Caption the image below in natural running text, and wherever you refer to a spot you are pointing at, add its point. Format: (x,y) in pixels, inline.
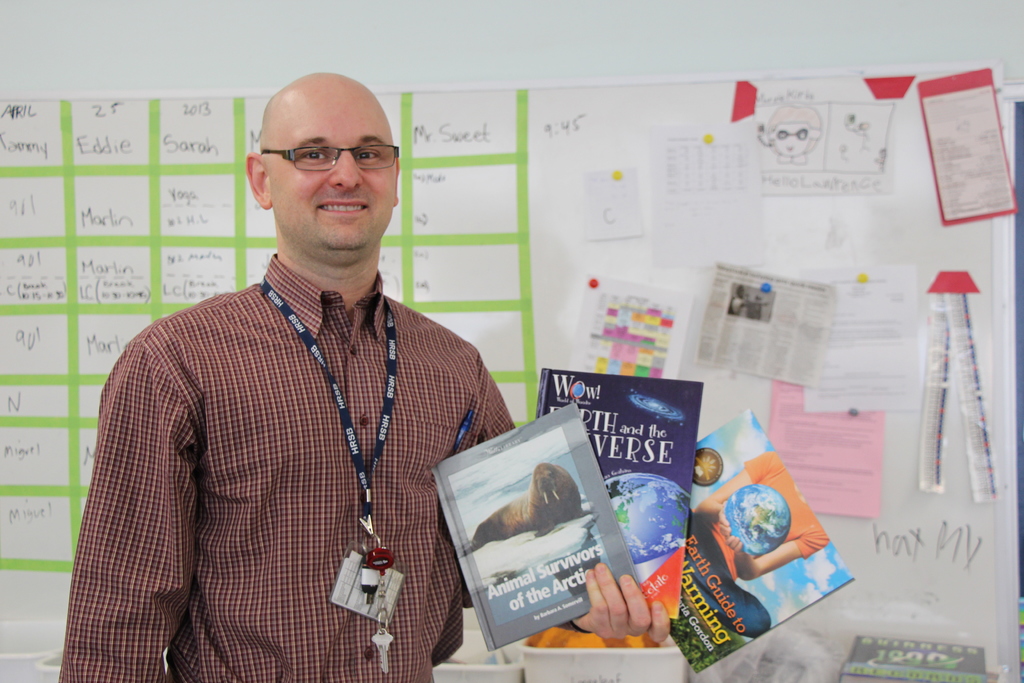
Bottom left side of the image (98,613) a man (341,227) is standing and holding some books (734,424). Behind him there is a wall (952,56), on the wall (913,21) there is a board (551,123) and there are some posters (964,388).
